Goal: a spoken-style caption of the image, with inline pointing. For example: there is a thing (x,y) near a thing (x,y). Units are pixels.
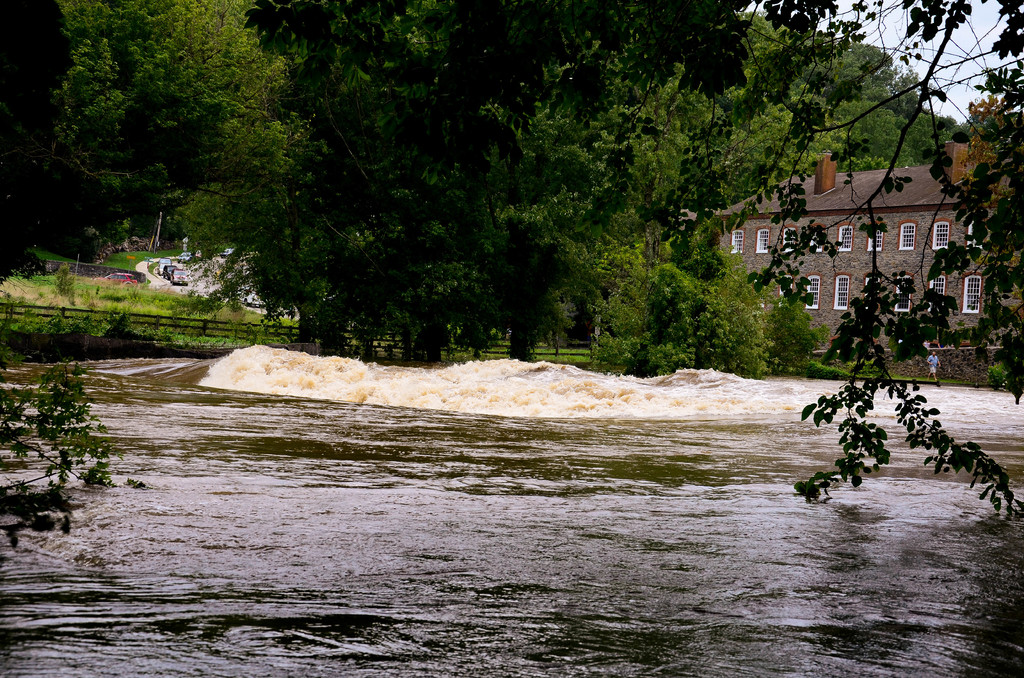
In this image there is a canal (679,470), at the top (274,178) there is a building (905,190), the sky (935,43), trees (147,105) visible, in front of the building (951,340) there is a person (932,364) in the middle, both side of the image there are tree branches (21,526) visible.
